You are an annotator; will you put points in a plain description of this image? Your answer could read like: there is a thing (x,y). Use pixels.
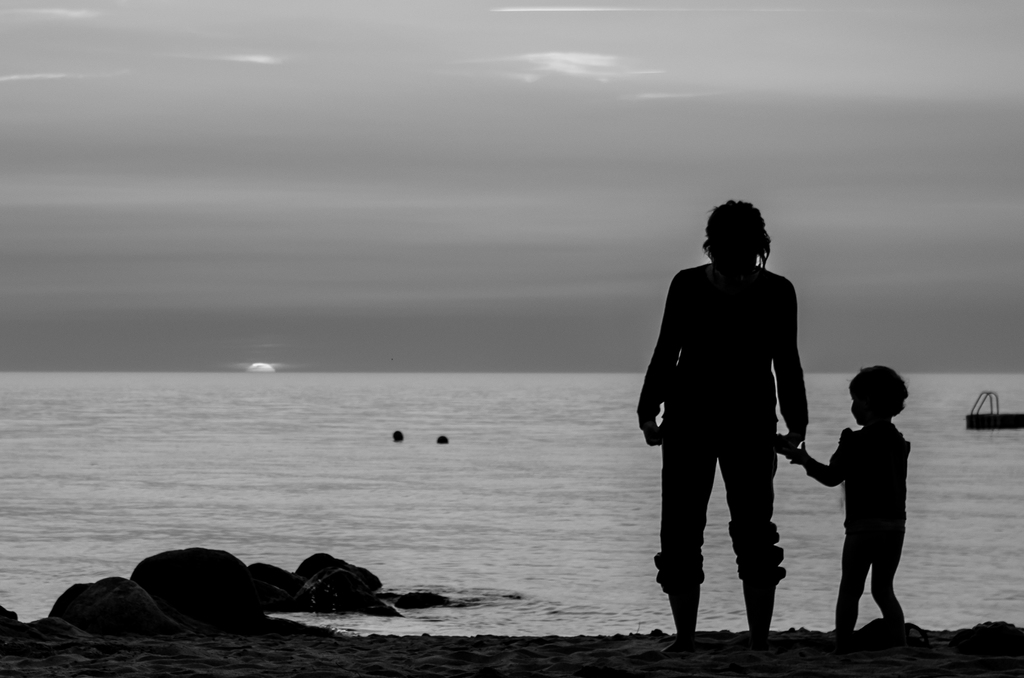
In the image we can see a person (707,364) standing, beside the person (738,478) there is a child (887,488), they are wearing clothes (764,543). This is a sandstone (253,622), water (268,429) and a sky (351,208).
